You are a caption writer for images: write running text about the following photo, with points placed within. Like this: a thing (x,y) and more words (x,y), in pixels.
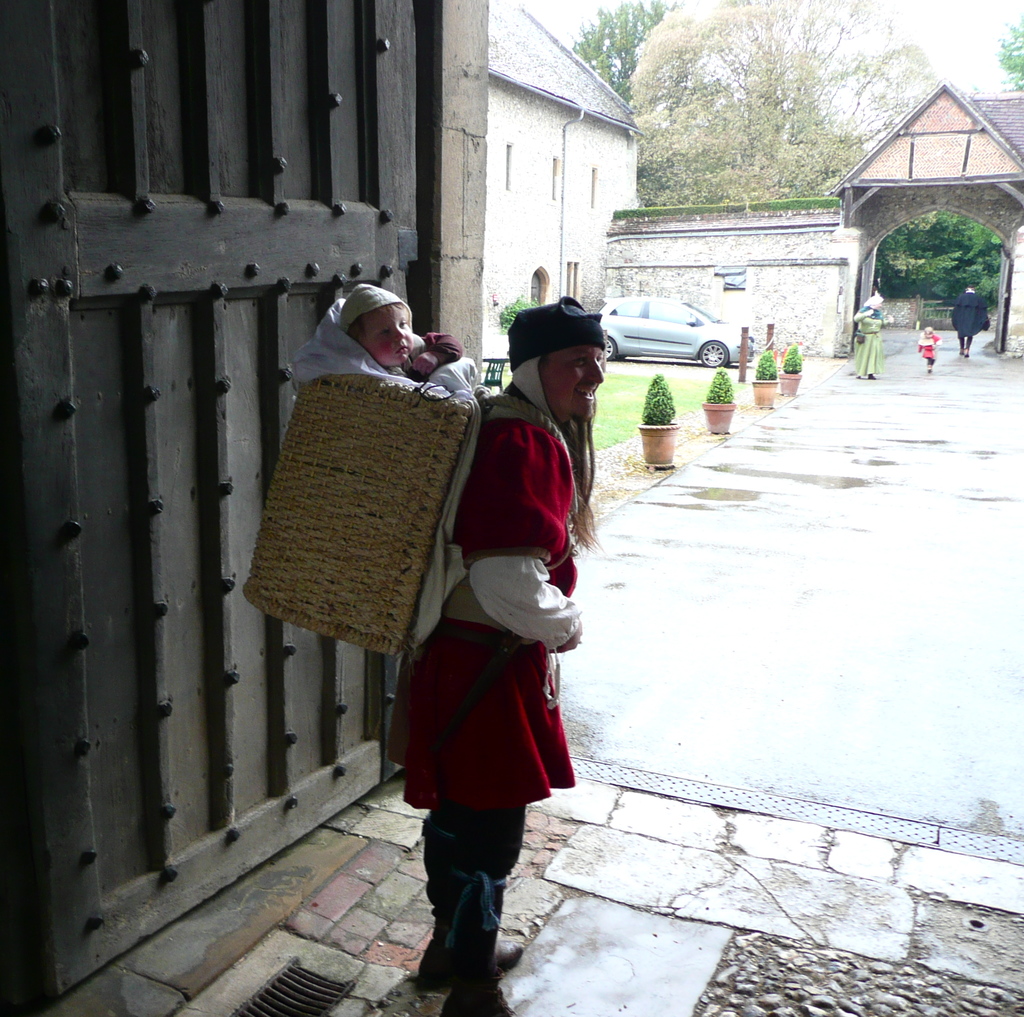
In this image there is a person (502,801) standing and he is holding a baby (407,376) in a basket (390,419), which is on his shoulder (528,444). Back of the person (490,471) there is a gate (212,617) of a building (478,147). In the background (947,225) there are few other people (919,349) walking on the path (865,379), building (689,238), a vehicle (680,318) is parked, plant pots (709,393) and trees (804,80).
